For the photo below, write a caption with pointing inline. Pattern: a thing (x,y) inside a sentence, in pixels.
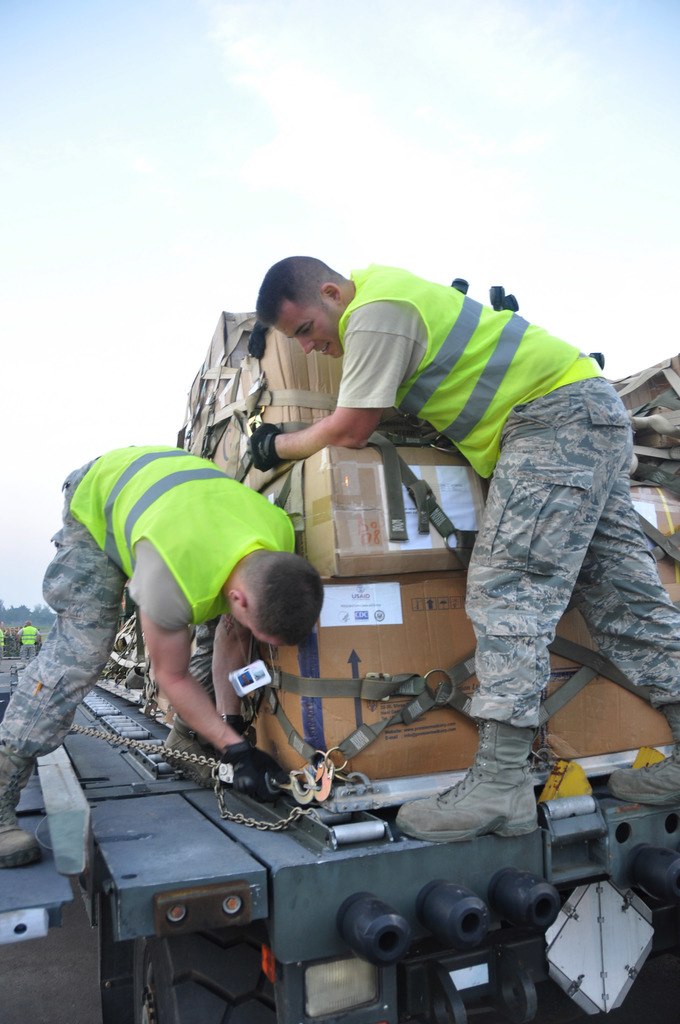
In this picture we can see two military men (477,424) wearing a green safety jacket (440,418) and loading the brown carton boxes (373,662) on the truck (353,889). On the top (190,147) we can see the sky (190,147) and clouds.
